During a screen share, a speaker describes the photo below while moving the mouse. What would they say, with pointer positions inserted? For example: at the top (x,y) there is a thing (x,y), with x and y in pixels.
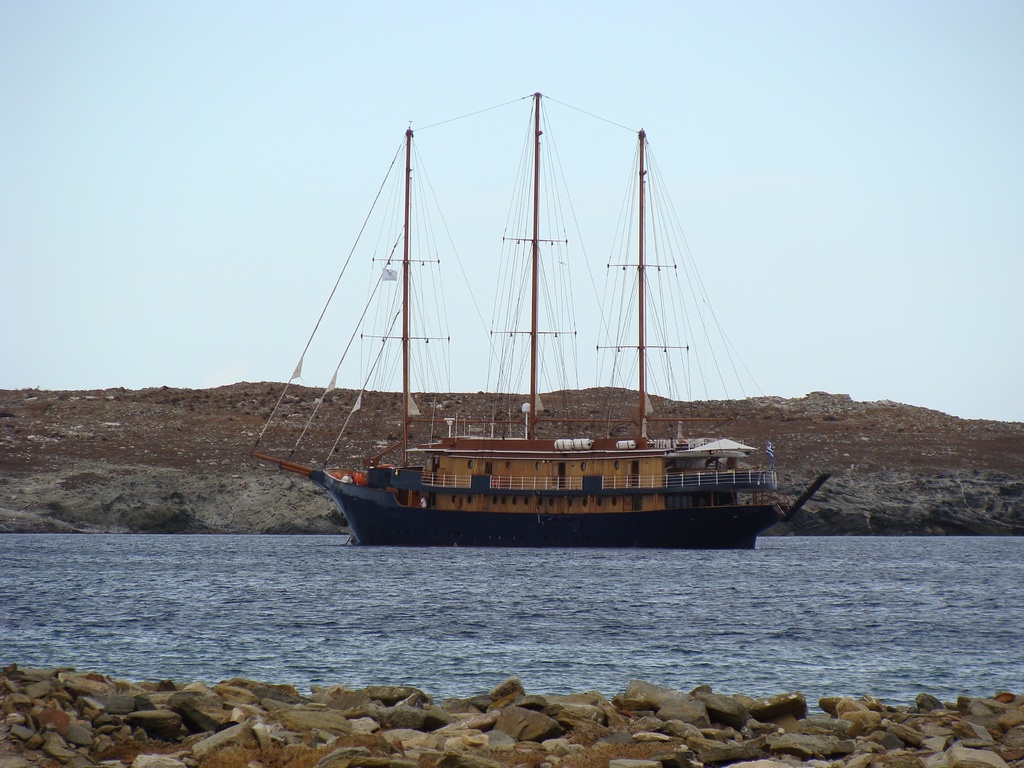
In this picture we can see a ship (406,390) on the water (837,624), stones (610,716), soil (893,427) and in the background (800,387) we can see the sky (862,395).
